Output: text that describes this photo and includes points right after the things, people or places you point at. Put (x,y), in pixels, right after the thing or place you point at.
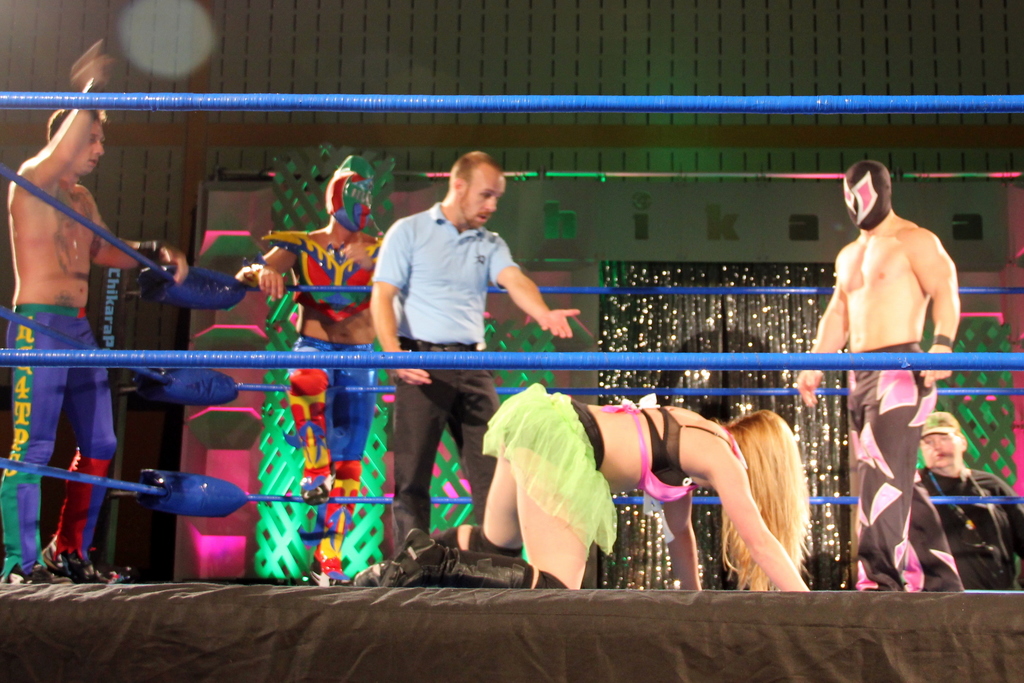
In the middle of the image (683,424), there is a woman (705,429) in a light green color skirt (565,445), kneeling down and keeping both hands (787,584) on a stage (608,594). This stage (595,596) is having blue color threads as a fence (623,393). Beside her, there are two persons (869,301) standing. Outside these blue color threads (321,107), there are two persons (64,193) standing. In the background (501,376), there are lights (801,301) arranged and there is a wall (524,190).
